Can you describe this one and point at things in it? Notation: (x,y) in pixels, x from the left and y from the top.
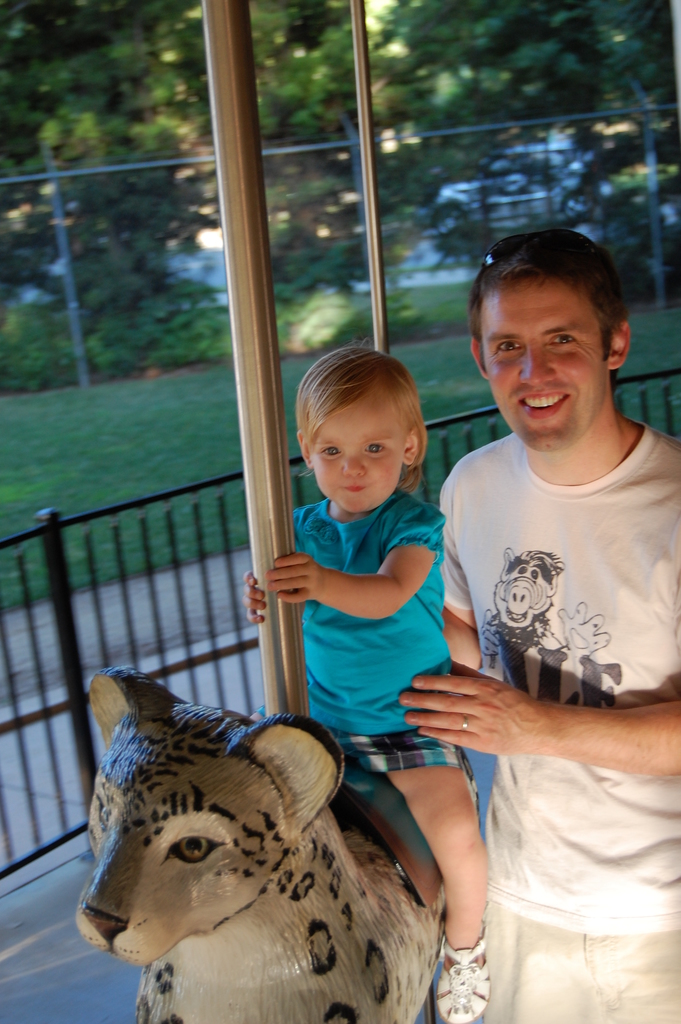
In this image we can see a child (308,614) sitting on a toy animal (249,766). Also there is a steel rod (269,499). Near to the child (371,586) there is a person (556,690) standing. In the back (66,607) there is railing (440,451). In the background (280,110) there are trees (279,97). On the ground (172,416) there is grass (433,340).
